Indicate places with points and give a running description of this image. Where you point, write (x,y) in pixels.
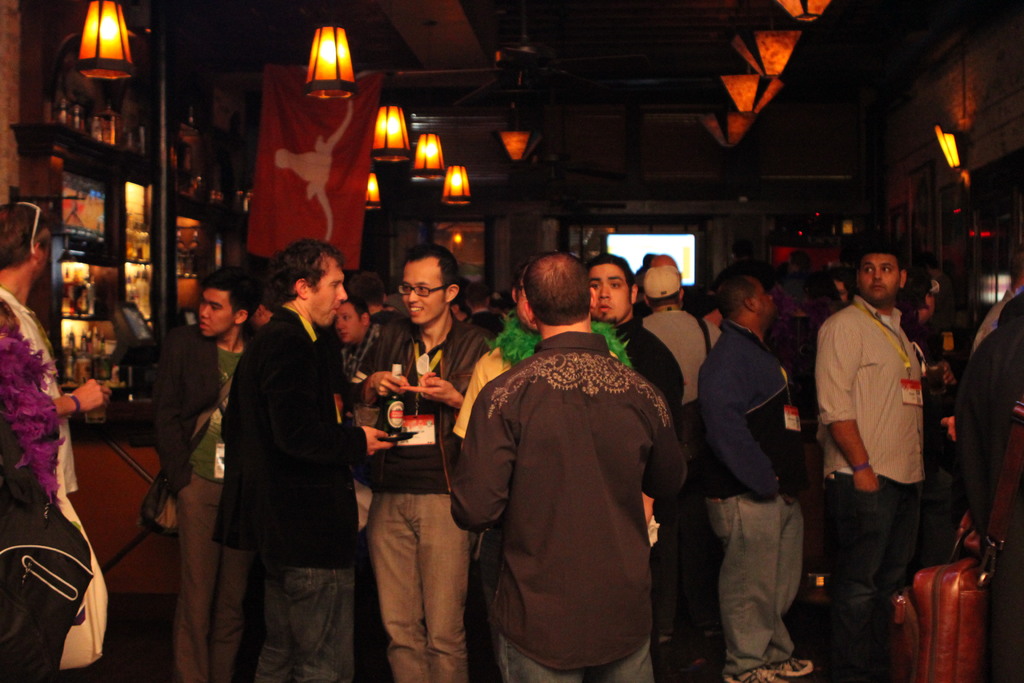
In this image we can see these people (600,400) are standing on the floor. The background of the image (275,202) is dark where we can see shelves (50,133), flag (264,215) and ceiling lights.
